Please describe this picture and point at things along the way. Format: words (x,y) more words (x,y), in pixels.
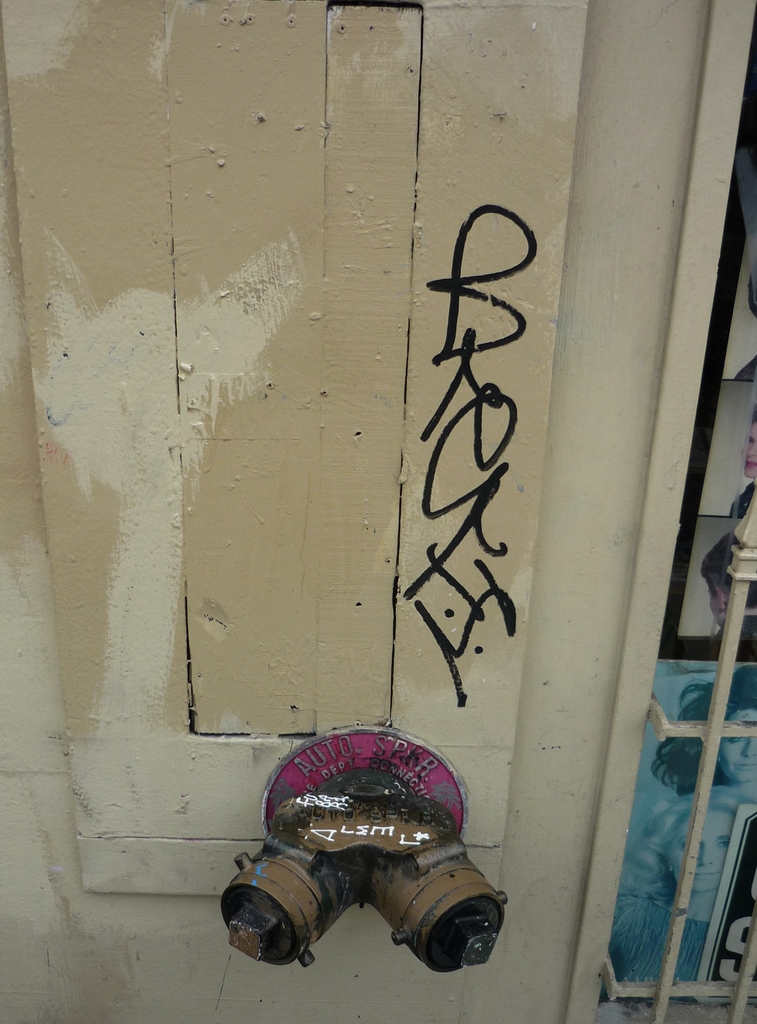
In this picture we can see a wooden plank (87,289) with text (486,481) on it, metal object (415,743), photos (626,905) and some objects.
